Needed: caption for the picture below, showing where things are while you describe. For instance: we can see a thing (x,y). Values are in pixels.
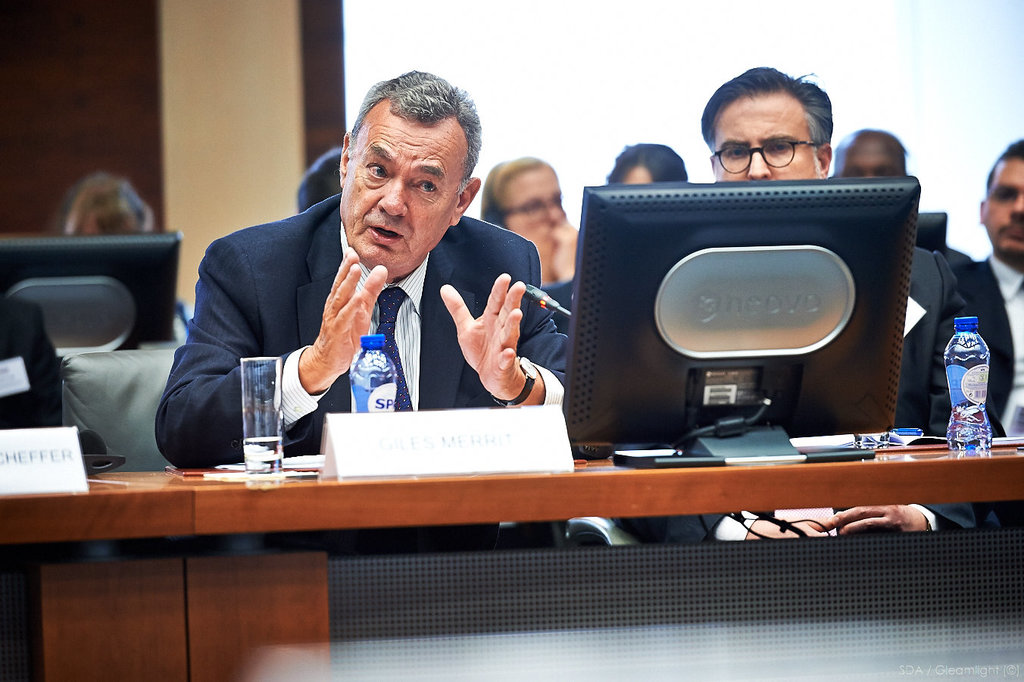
In this picture we can see a group of people (435,264) sitting and there is a man (400,310) in the blazer (324,296). He is explaining something. In front of the man (366,262), there is a table (269,501) and on the table (605,499) there is a monitor (658,417), nameplates (440,415), glass (261,419), bottles (390,411) and other things (829,436). Behind the people (323,247), there is a wall (196,108).
